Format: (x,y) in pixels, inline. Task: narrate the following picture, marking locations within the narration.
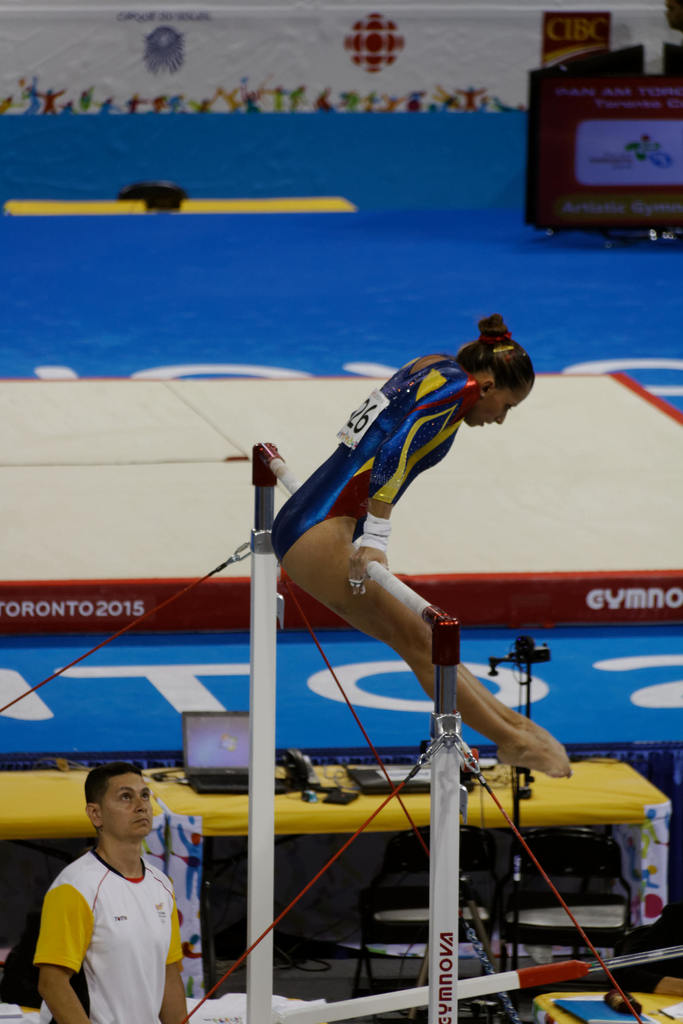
In the foreground of the picture (254,552) we can see poles (272,745), ropes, person (125,938) and woman (464,413) performing gymnastics. In the middle of the picture (248,419) we can see mats (574,614). At the top (272,118) we can see mat (362,292), banner (97,71) and other objects (656,202).
